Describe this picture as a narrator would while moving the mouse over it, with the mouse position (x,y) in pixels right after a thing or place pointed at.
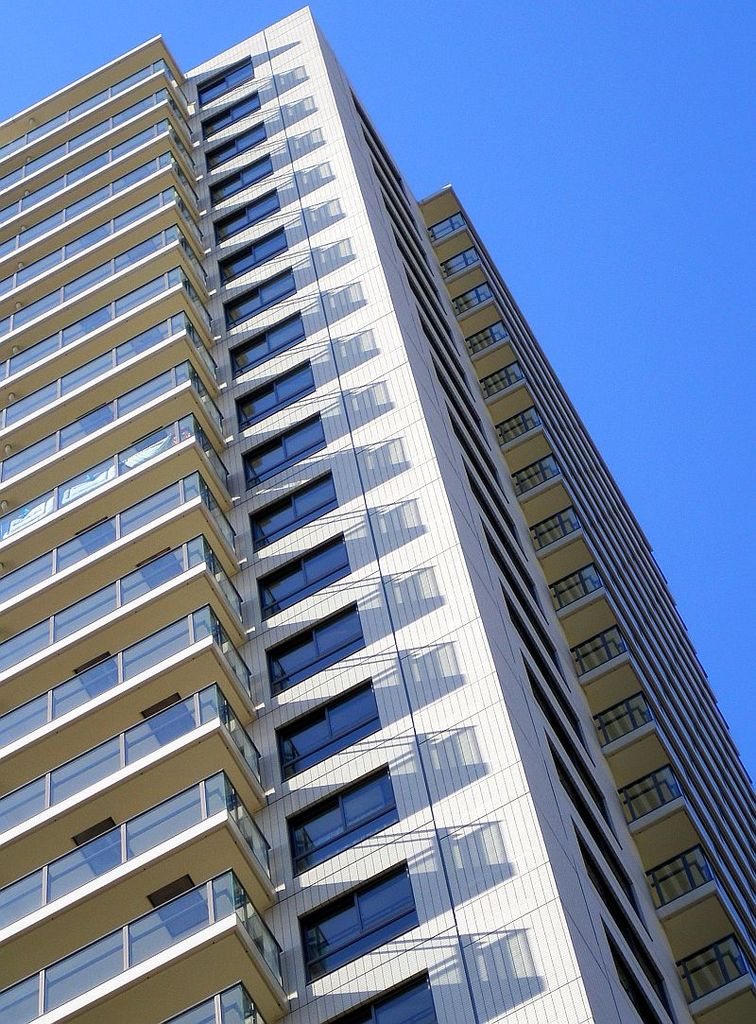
The picture there is a big building (229,519) and there are plenty of windows (273,286) and balconies (131,560) are there and in the background (602,177) there is a sky (665,425).
